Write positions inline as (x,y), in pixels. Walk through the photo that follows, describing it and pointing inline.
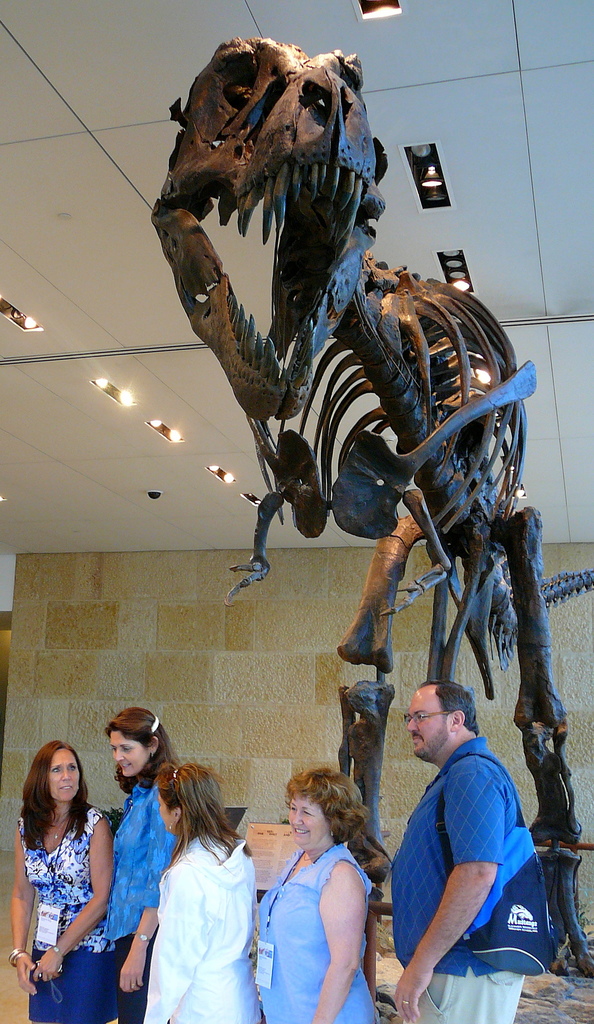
This is an inside view. At the bottom of the image (143,914) I can see four women (265,899) and one man (435,905) standing. On the right side (474,376) I can see the skeleton (512,616) of a dinosaur (411,335). In the background (272,639) there is a wall (108,627). At the top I can see the lights (212,468).
